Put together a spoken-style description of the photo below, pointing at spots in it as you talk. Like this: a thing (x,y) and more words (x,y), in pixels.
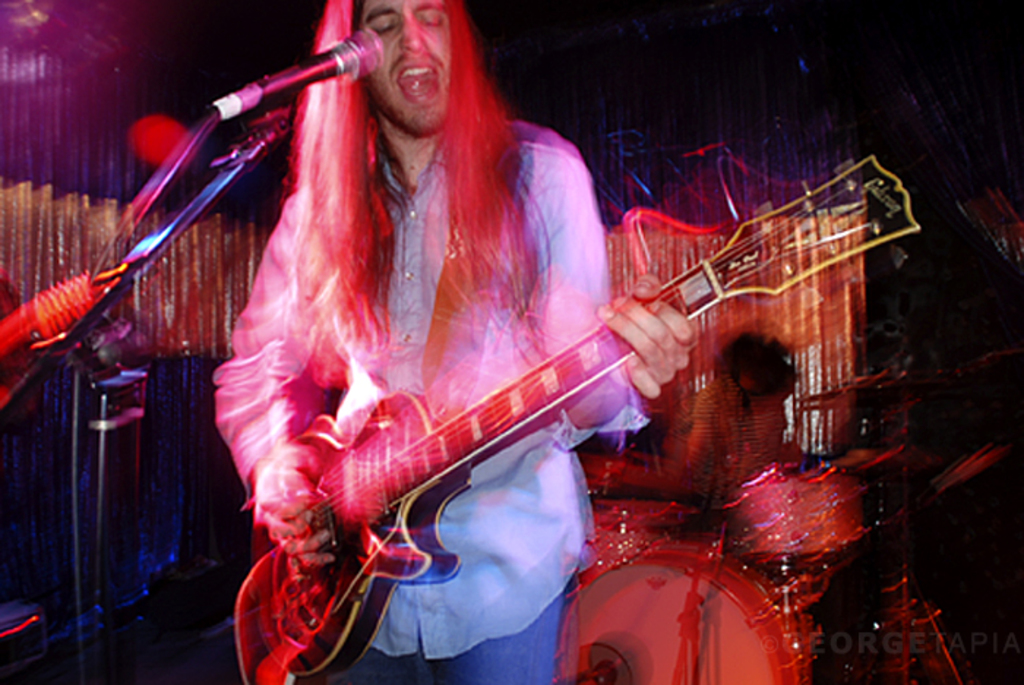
This is the man (492,591) standing and playing guitar (380,473). I think he is singing a song. This is a mike (229,97), which is attached to the mike stand (276,130). I can see the drums (784,566). The picture looks blurry. Here is a person (770,440) standing.
